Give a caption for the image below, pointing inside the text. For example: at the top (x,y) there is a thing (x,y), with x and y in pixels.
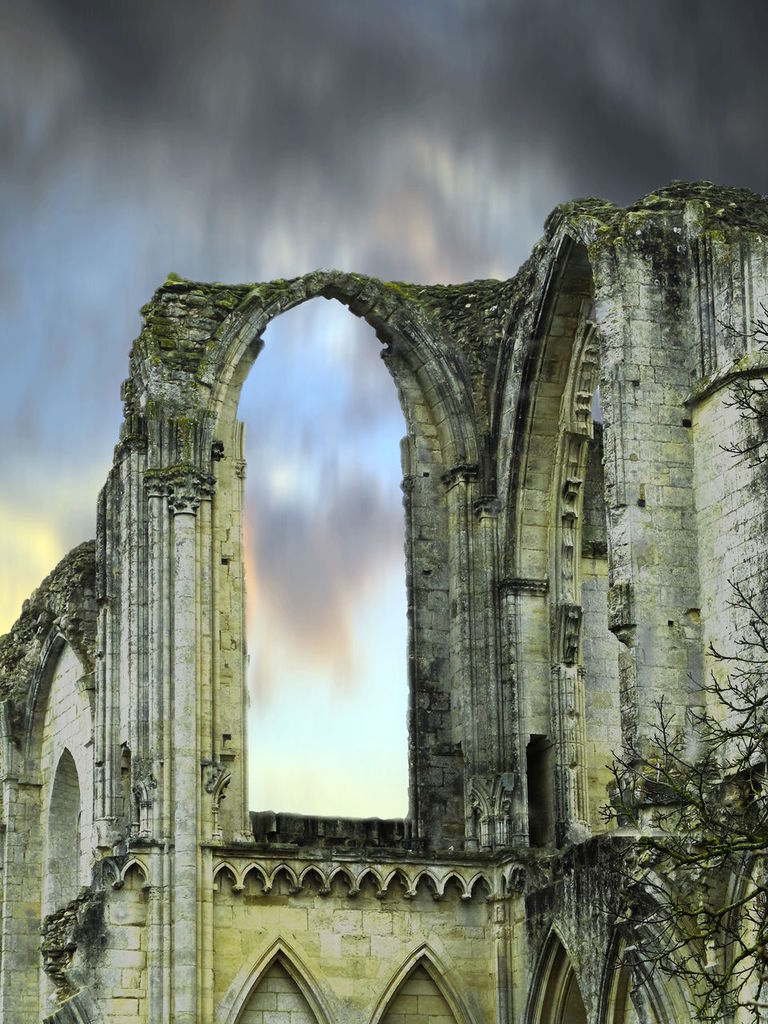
In this picture we can observe a building (394,934) which is in white and green color. On the right side (725,737) there is a dried tree (712,845). In the background (264,476) we can observe a sky (328,373) with some clouds (310,135).
